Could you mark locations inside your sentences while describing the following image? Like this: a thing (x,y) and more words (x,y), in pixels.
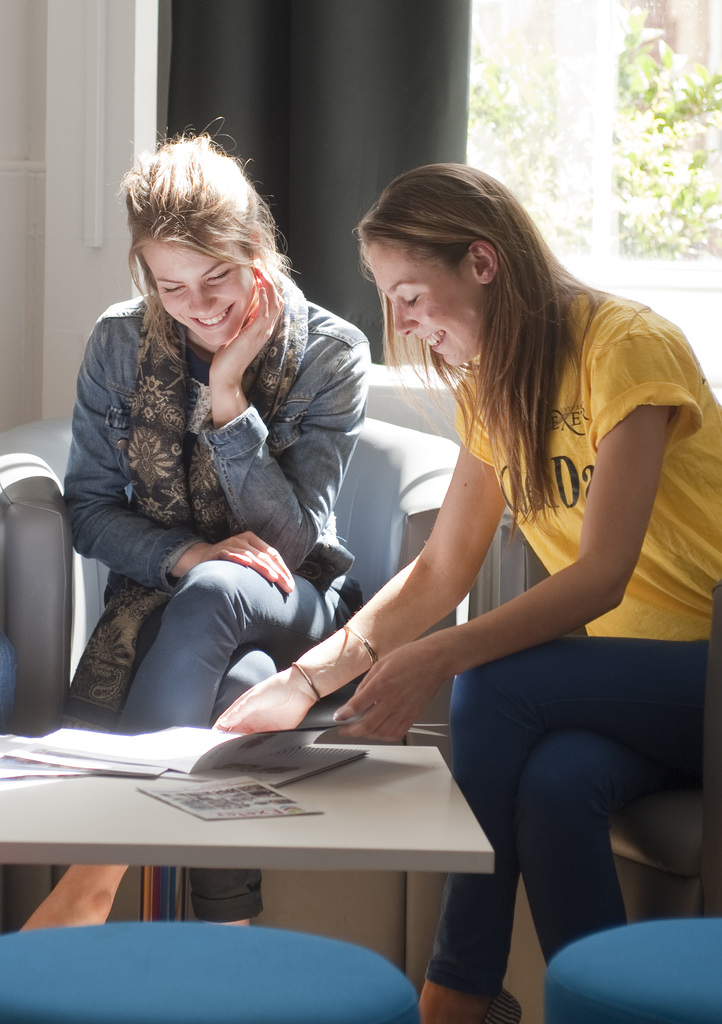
There is a room (438,409). The two persons (396,219) are sitting on a chairs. They are smiling. On the right side (588,523) we have a yellow color shirt person (535,485). She is holding a paper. On the left side (174,378) we have a another woman (198,448). She is wearing a scarf (216,480). There is a table (266,820), There is a poster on a table (257,826), We can see in background (310,118) trees (572,146) and curtains (461,107).
